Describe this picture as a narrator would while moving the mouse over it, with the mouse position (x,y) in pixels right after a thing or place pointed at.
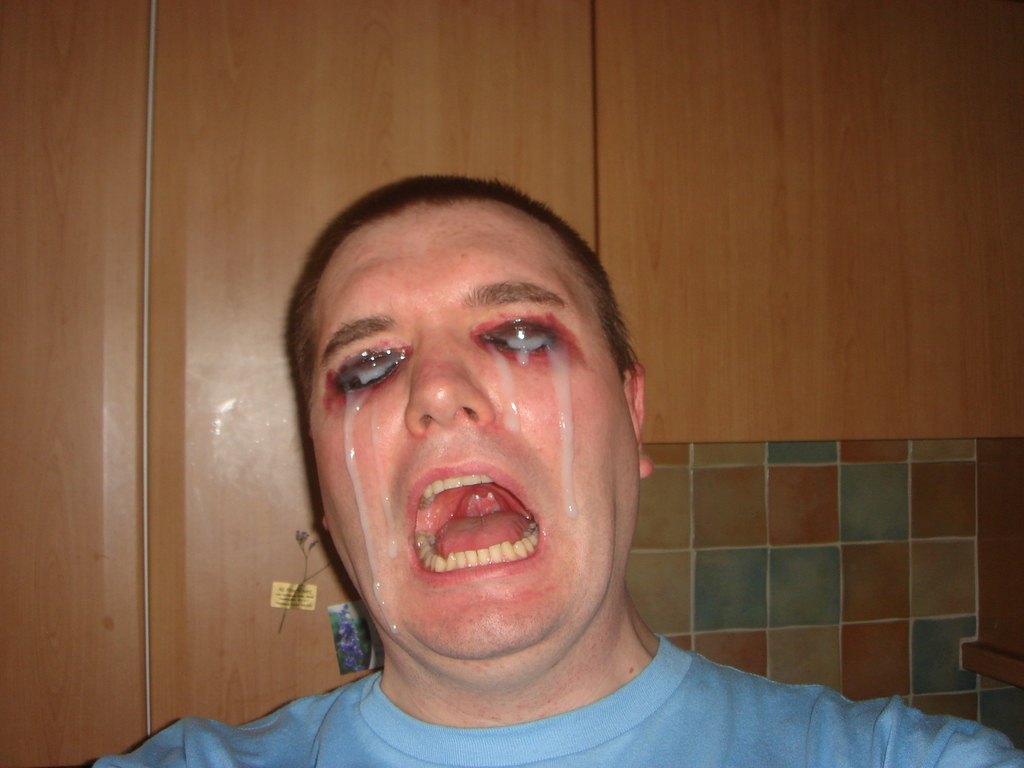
In this image there is a person (435,414), there is a wooden frame (291,150) behind the person (475,595).
